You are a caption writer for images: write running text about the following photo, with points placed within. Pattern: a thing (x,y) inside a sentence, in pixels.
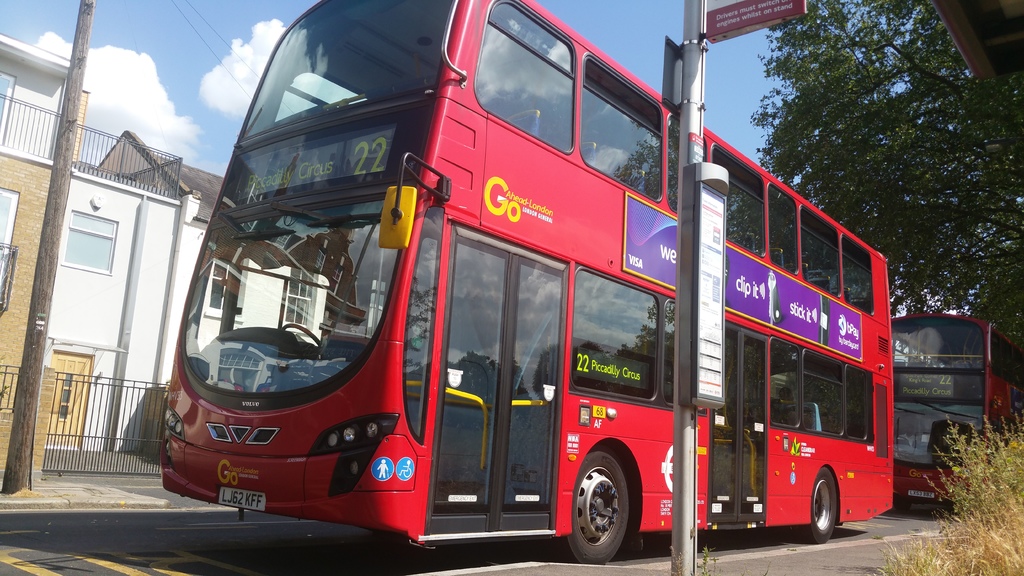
In this image there are two buses (582,284) on the road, beside the road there is a pole (686,75), on the other side of the buses (240,297) there are houses (127,248), behind the buses (827,311) there are trees (949,139).
